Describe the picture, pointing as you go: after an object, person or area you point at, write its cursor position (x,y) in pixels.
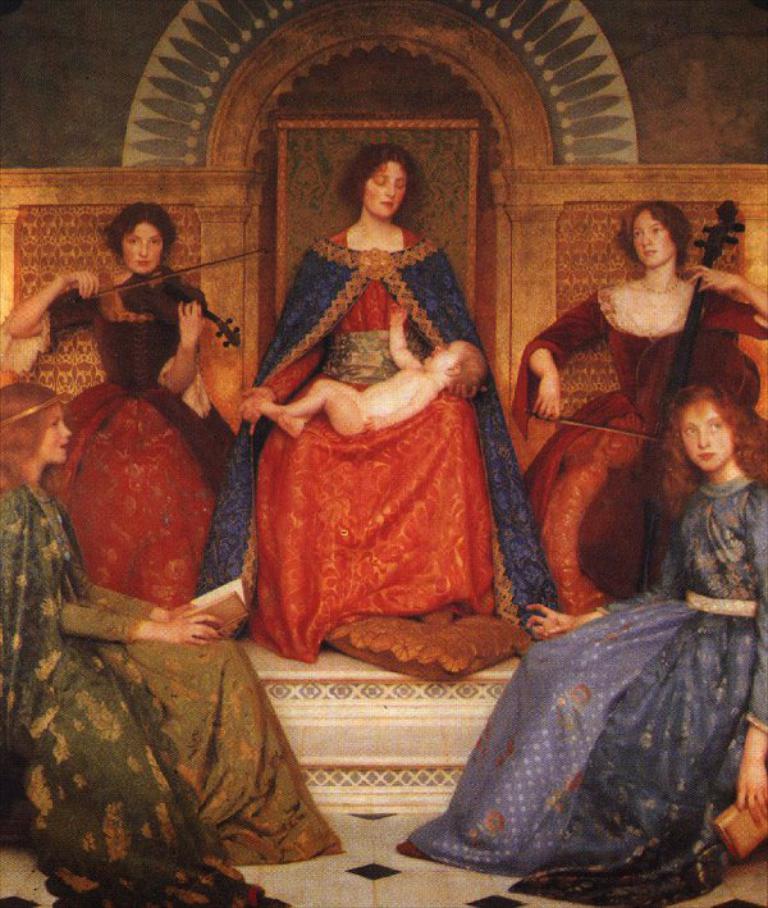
this is a graphical image. in this 5 people (705,700) are sitting. at the left (125,370) and right people (618,394) are playing violin (134,283) and cello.
